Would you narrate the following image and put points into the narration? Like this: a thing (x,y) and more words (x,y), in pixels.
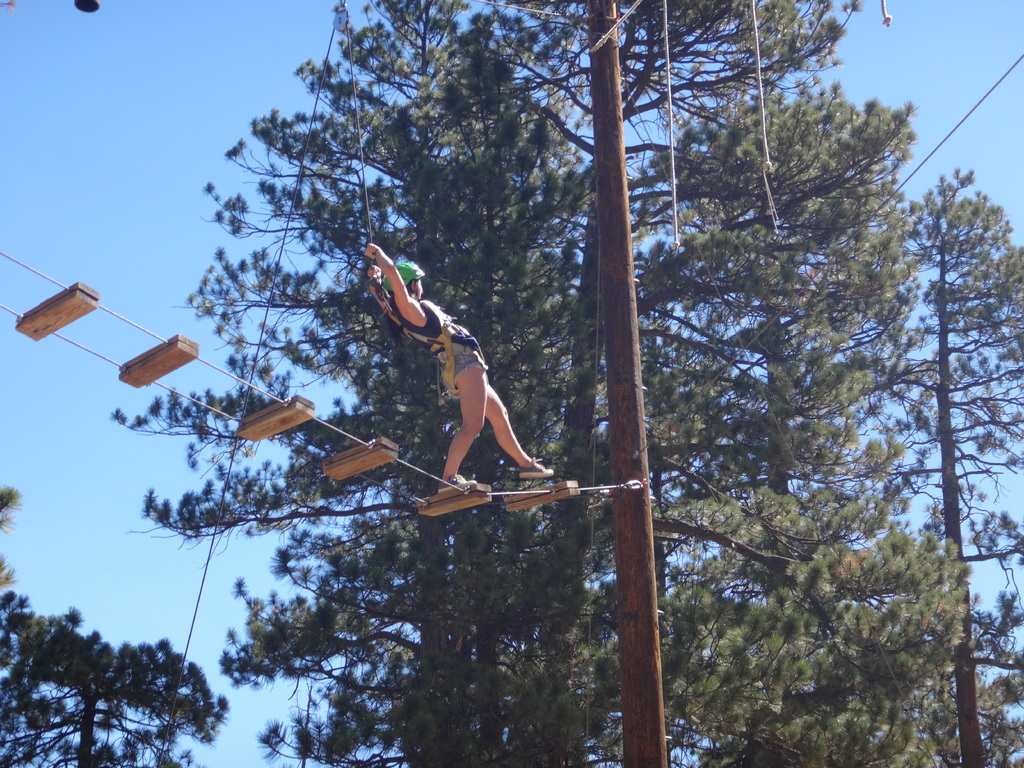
This picture is clicked outside. In the center (423,320) we can see a person (415,290) wearing helmet (407,273), holding a rope (369,227) and standing on a wooden object (570,487) and we can see a wooden pole (619,232). In the background (173,206) we can see the sky (133,168), trees (270,274), cables (1012,68) and on the left (72,308) we can see the ropes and the wooden objects (265,434).
